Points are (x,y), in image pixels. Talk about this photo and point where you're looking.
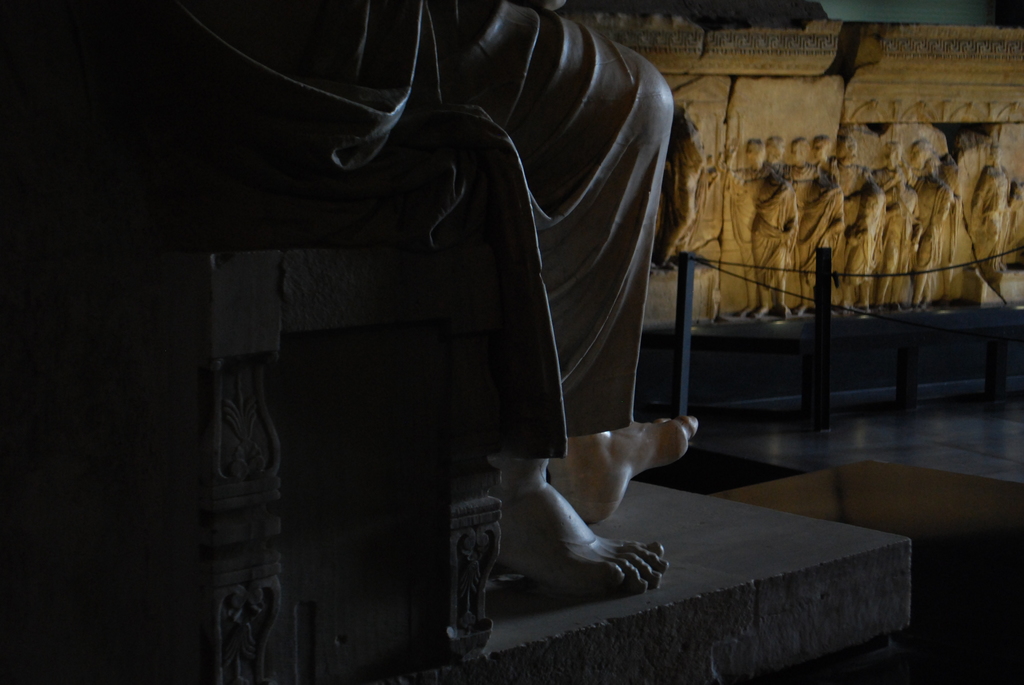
This image consists of a statue (629,163). There is some wall architecture (803,220) on the right side (733,309). Only the legs (611,516) of that statue (484,455) are visible.
